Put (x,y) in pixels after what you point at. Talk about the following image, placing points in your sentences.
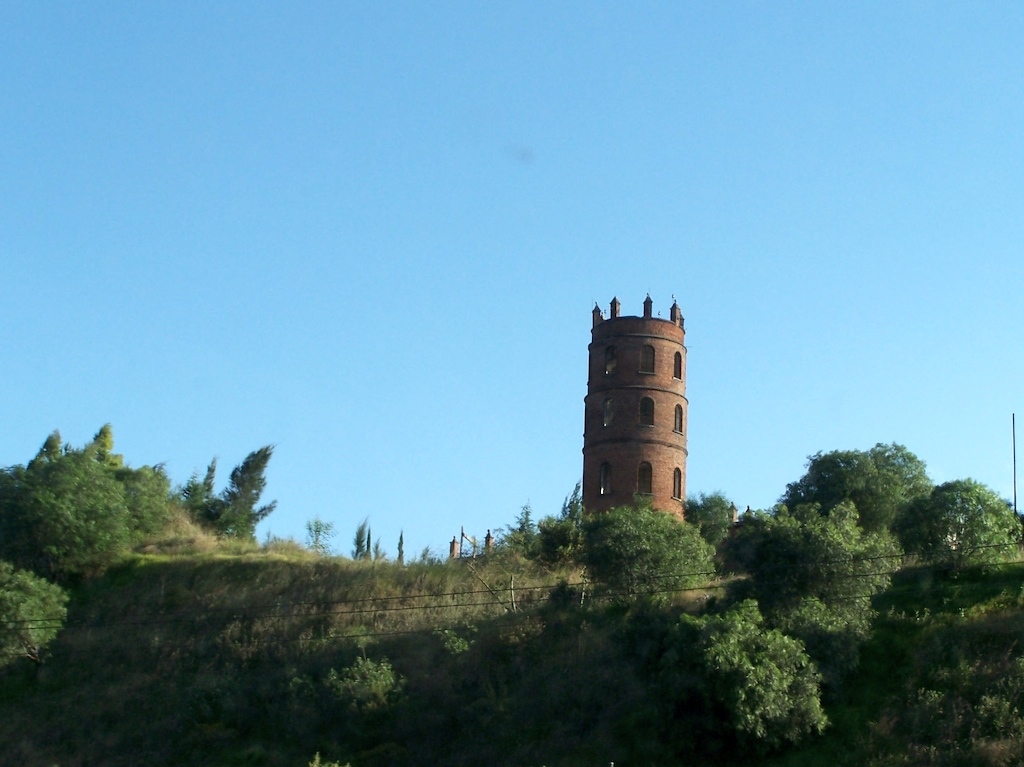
In this image we can see grass (536,671), wires (680,576), a group of trees (608,577) and a tower (628,439). At the top (481,155) we can see the sky (505,231).
